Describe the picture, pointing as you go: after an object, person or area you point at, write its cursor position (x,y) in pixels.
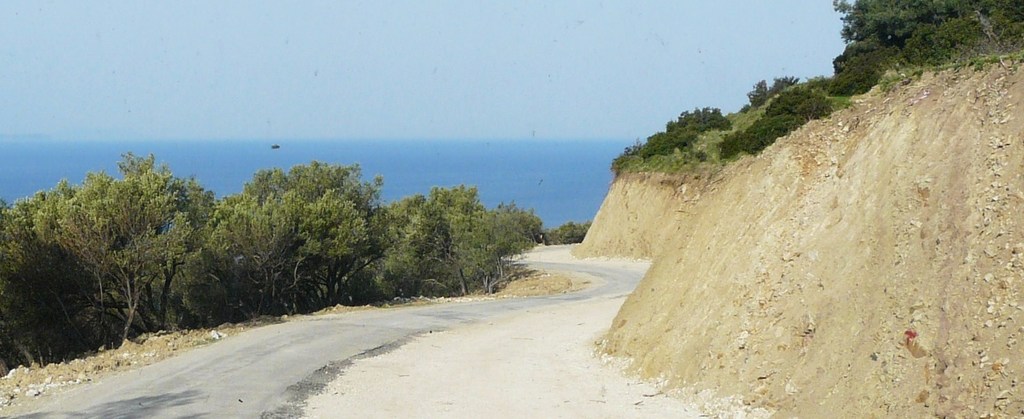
In this image we can see a road (437,342), trees (477,276) and a sea (497,174). On the right side of the image (836,341), we can see sloping land (851,232) and plants (728,133). At the top of the image (676,35), there is the sky (710,52).
